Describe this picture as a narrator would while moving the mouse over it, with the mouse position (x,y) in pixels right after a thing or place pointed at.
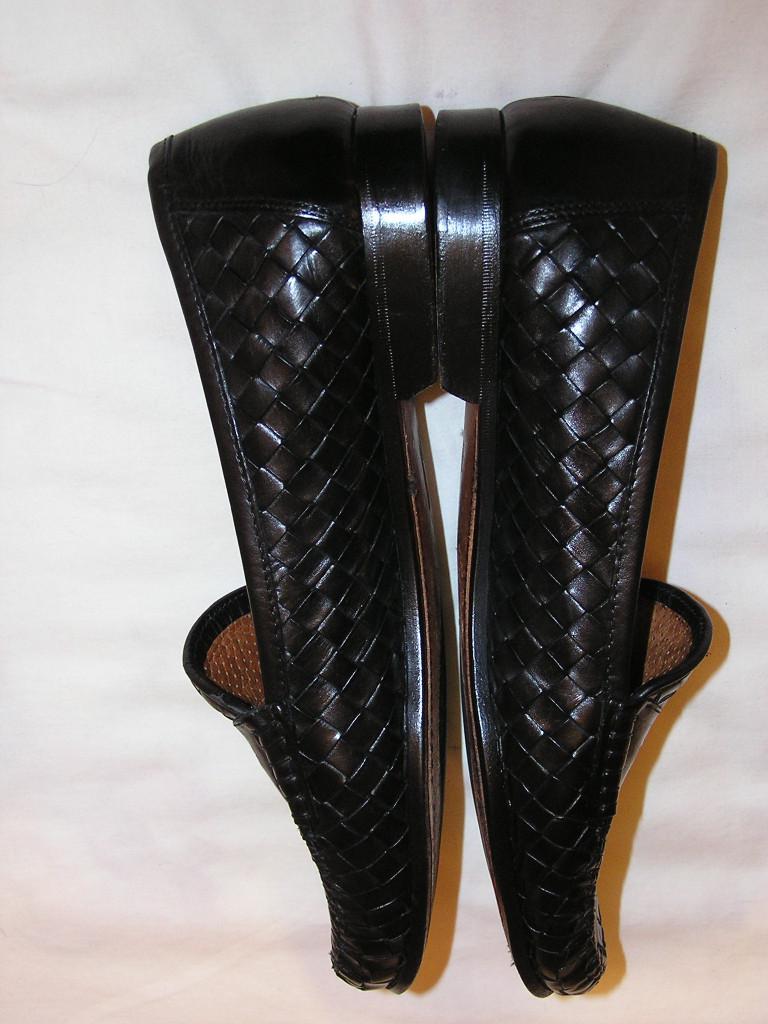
In this picture there are shoes (370,345) in the center of the image (370,345).
